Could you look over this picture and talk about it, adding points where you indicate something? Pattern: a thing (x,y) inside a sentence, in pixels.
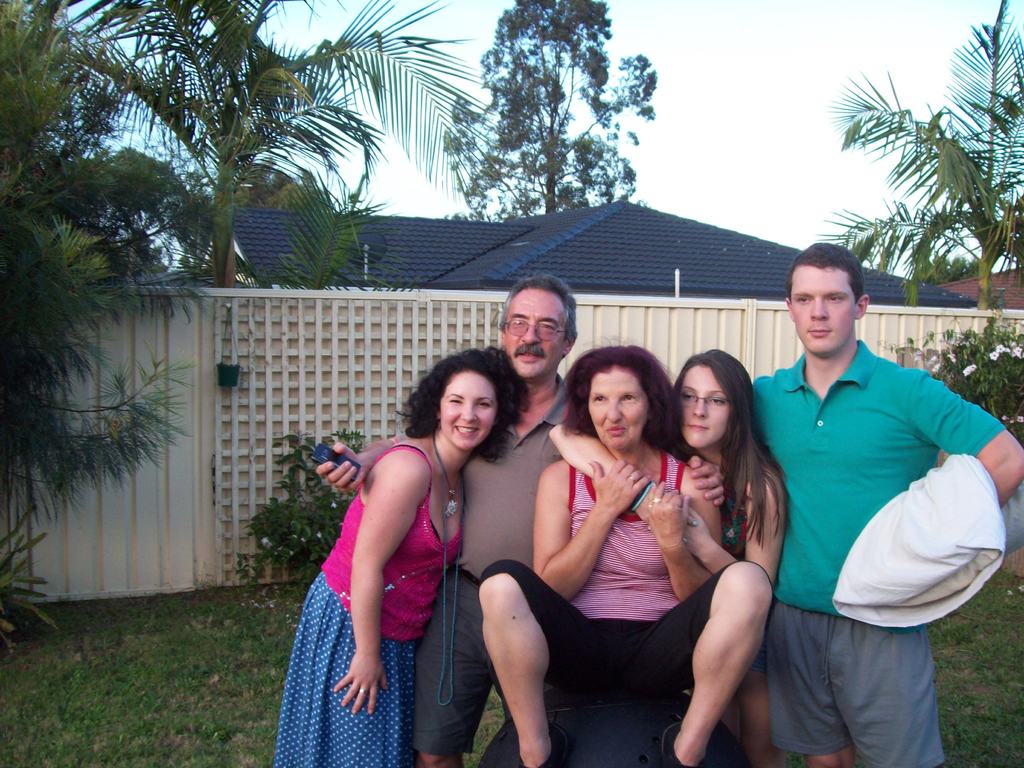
In this picture I can see there are two men (393,438) and three women (640,452) and the man (502,475) at left (337,446) is holding a black color object (327,460) and is wearing spectacles (541,324). The man (815,407) to the right (875,605) is holding a pillow (886,520) and there is some grass (184,651) on the floor (175,666), there are few plants (1007,376) in the backdrop (985,345) and there is a wall (239,477), trees (116,223) and a building (610,241). The sky (637,30) is clear.
